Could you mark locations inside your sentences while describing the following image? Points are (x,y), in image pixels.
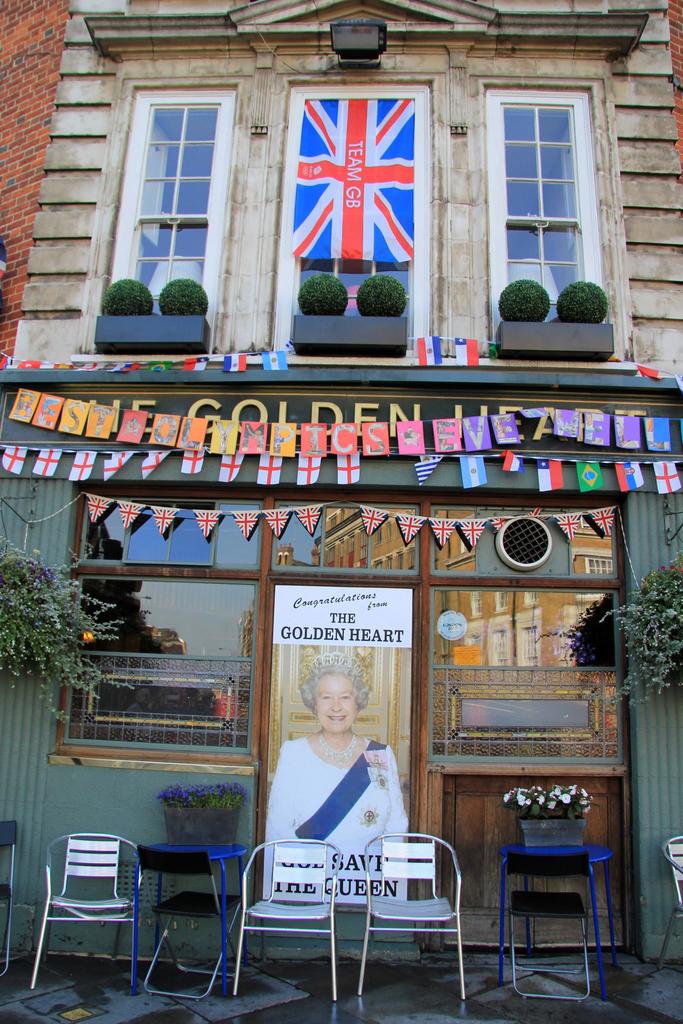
In this image there is a building (246,506), and there is a flag (296,207), windows (285,217), plants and some flags (275,475), door (268,750), glass windows (105,654). And on the door (280,712) there is a poster (323,808), and there are chairs (244,922), plants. At the bottom (158,963) there is a walkway (617,968).
